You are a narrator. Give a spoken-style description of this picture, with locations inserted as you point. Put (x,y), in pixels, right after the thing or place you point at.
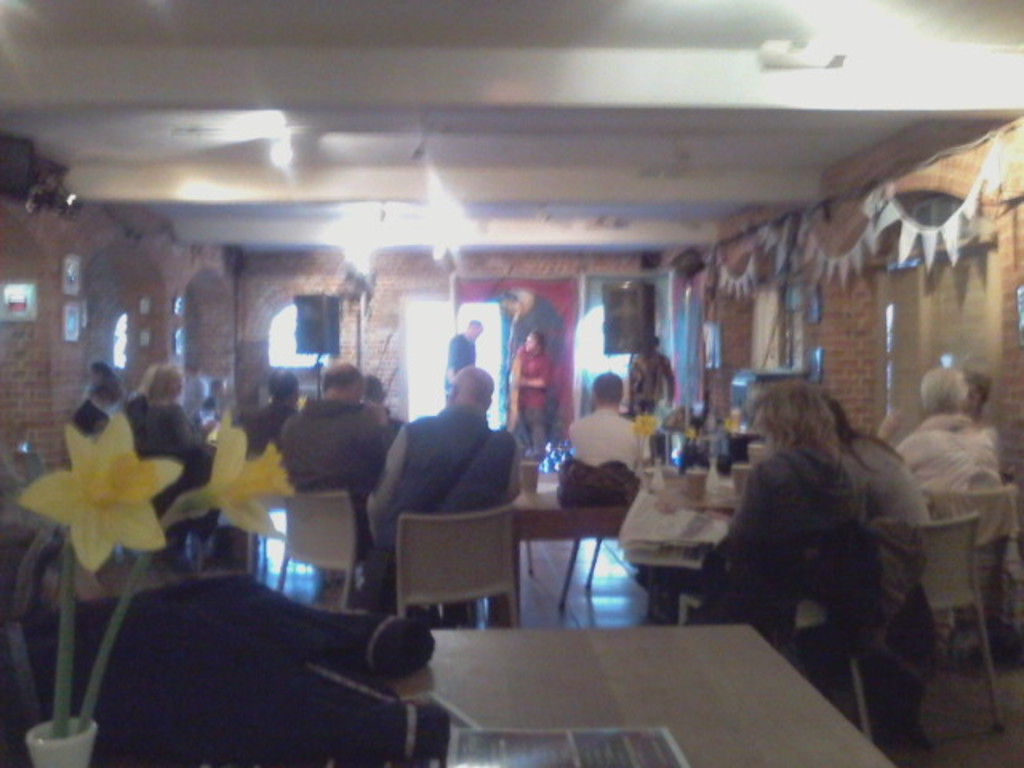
In this image, we can see some persons (319,430) wearing clothes (327,441) and sitting on chairs (406,523). There is a table (522,645) at the bottom of the image (545,697). There is a flower vase (48,728) in the bottom left of the image (61,683). There are two persons (461,346) in the middle of the image (541,371) standing and wearing clothes (527,372).
